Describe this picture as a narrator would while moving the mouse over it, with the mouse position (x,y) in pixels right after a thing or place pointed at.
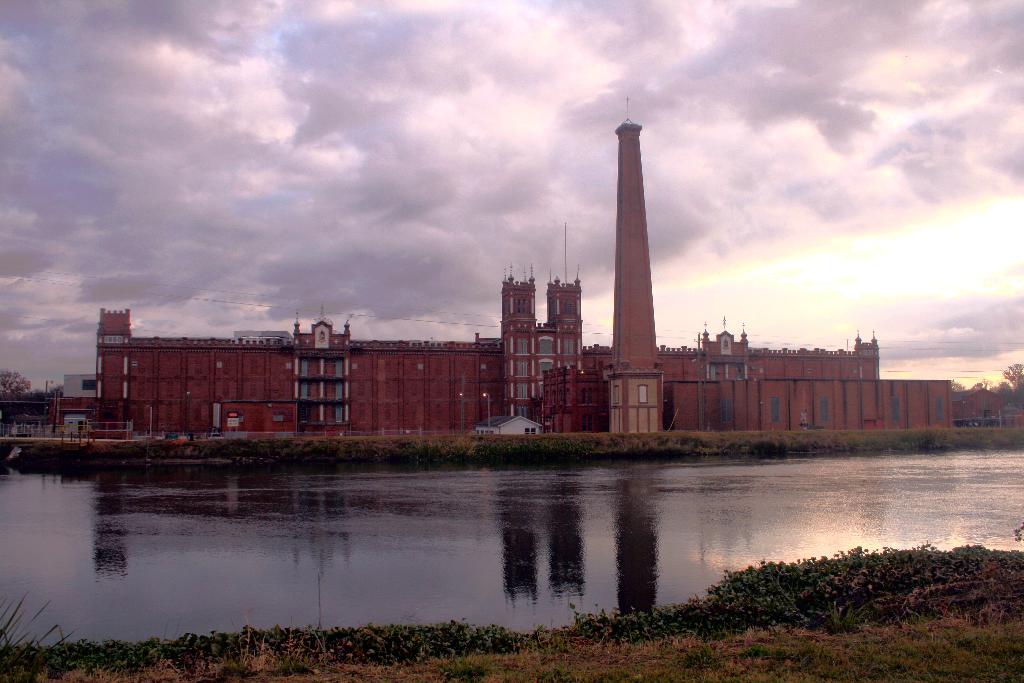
In this image I can see a palace (473,383) and in front of the place (861,345) I can see the lake (301,508) and at the top (373,211) I can see the sky (777,197) and sun light (872,270).
